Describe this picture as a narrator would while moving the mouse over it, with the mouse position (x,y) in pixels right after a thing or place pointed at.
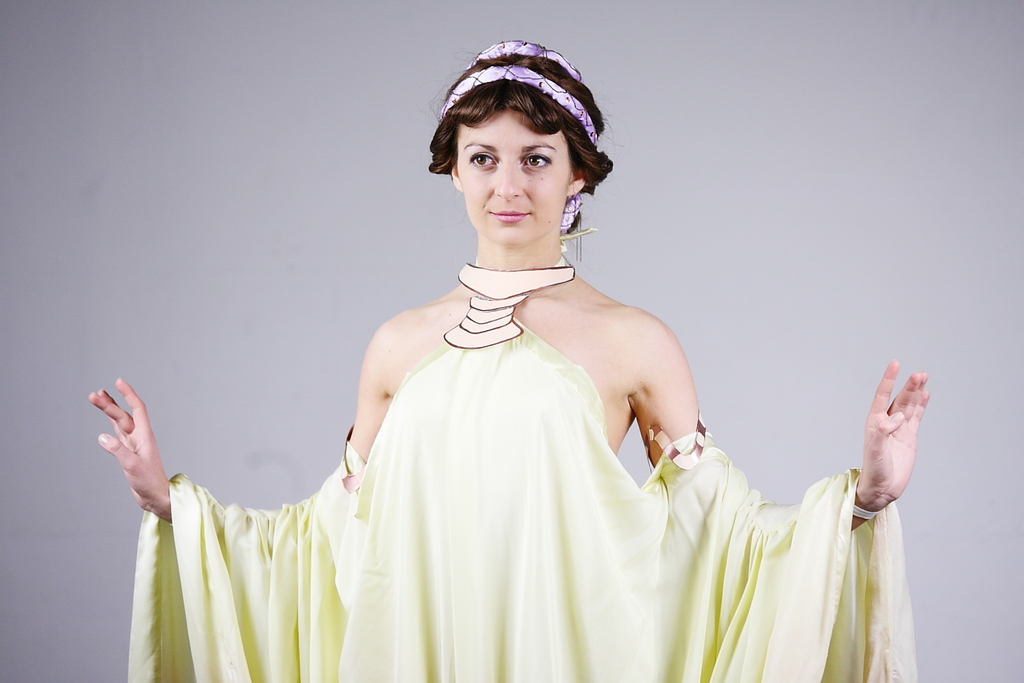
There is one woman (503,504) standing as we can see in the middle of this image (679,394) and there is a wall (219,226) in the background (693,253).
